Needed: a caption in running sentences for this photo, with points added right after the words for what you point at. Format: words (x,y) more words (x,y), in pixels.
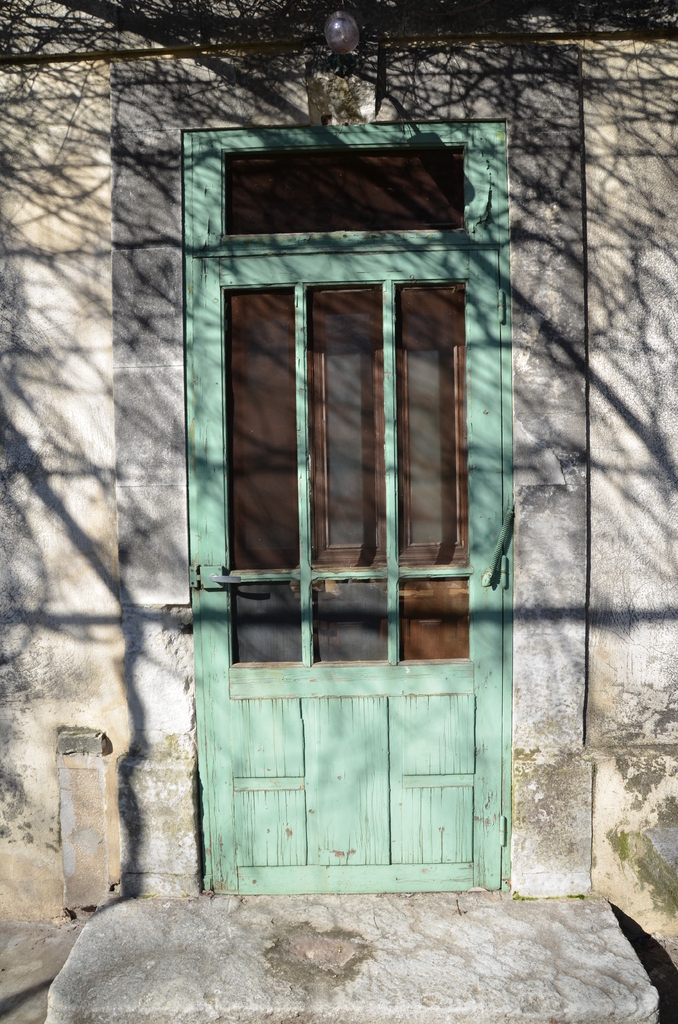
In this image there is a door (311,305), there is light (340,43), there is wall (546,254) truncated towards the right of the image (607,491), there is wall (33,372) truncated towards the left of the image (95,555).
